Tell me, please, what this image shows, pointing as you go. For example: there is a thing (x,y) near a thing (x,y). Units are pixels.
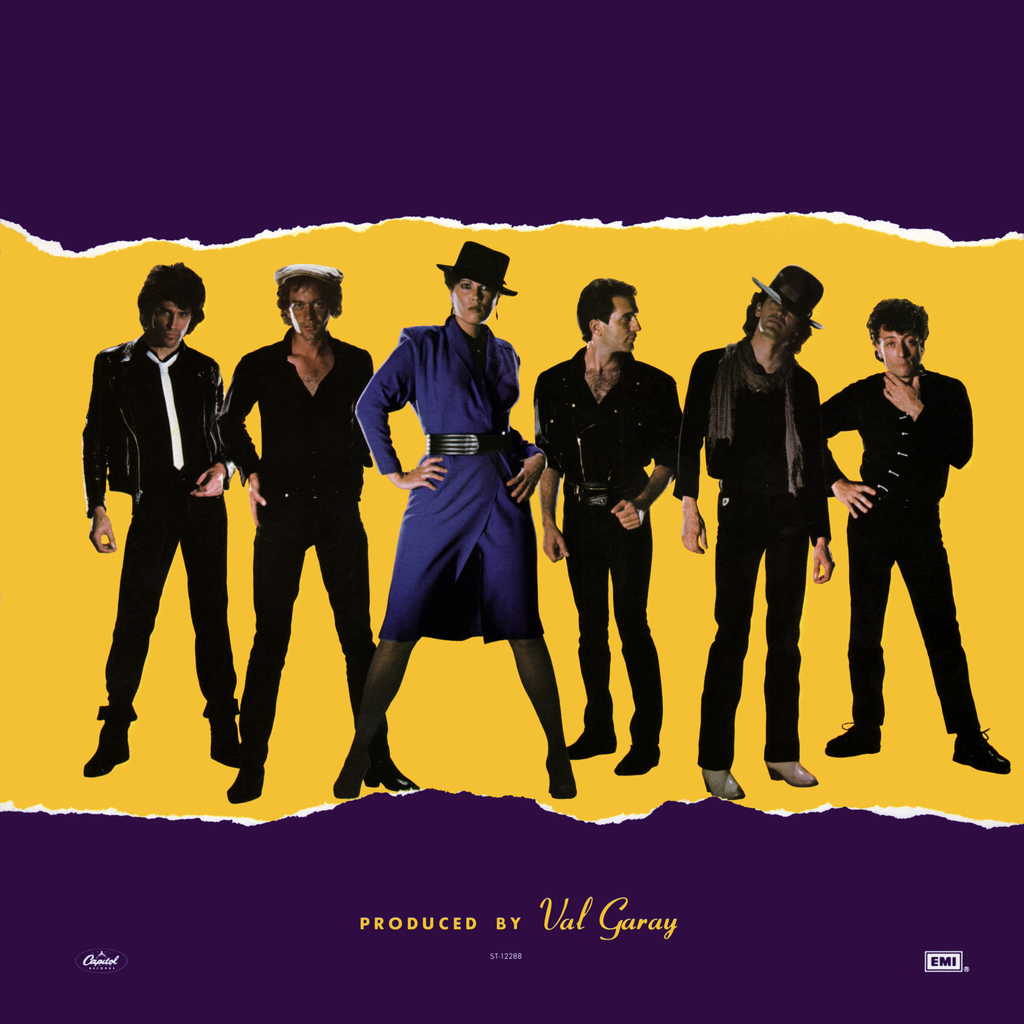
It is a poster. In this image there are people (565,501) and there is some text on the bottom of the image (514,918).
